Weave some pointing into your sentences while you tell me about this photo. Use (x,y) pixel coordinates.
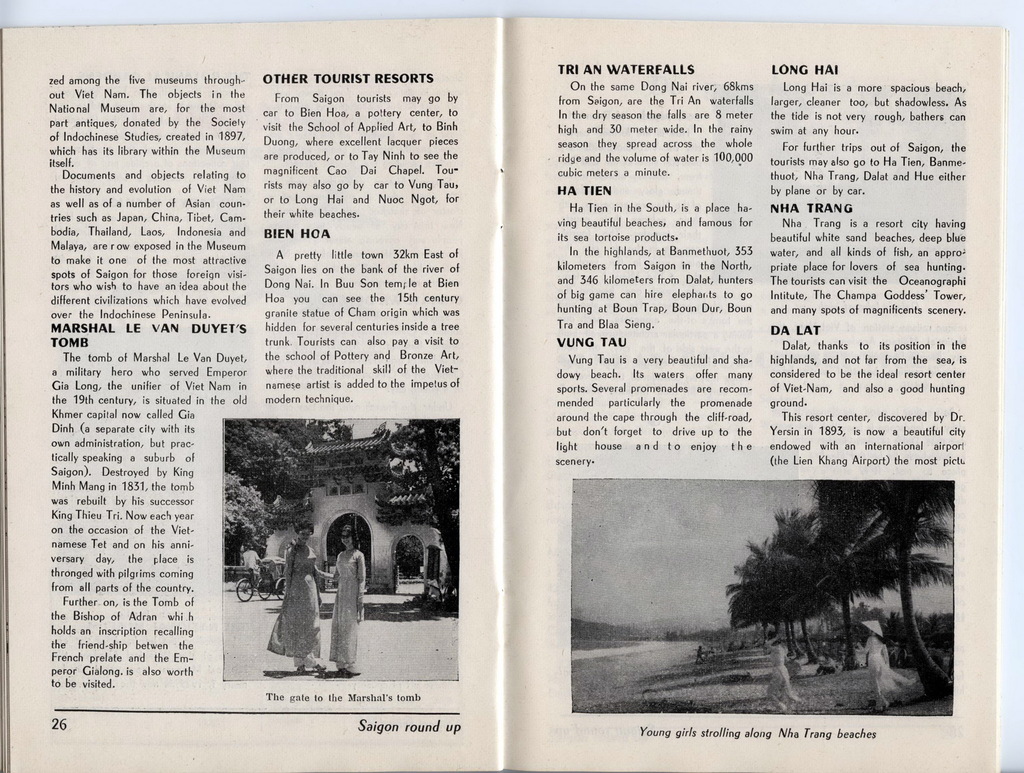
In this picture, we can see an open booklet (354,355) with some text (214,272) and some images (664,513) on it.
